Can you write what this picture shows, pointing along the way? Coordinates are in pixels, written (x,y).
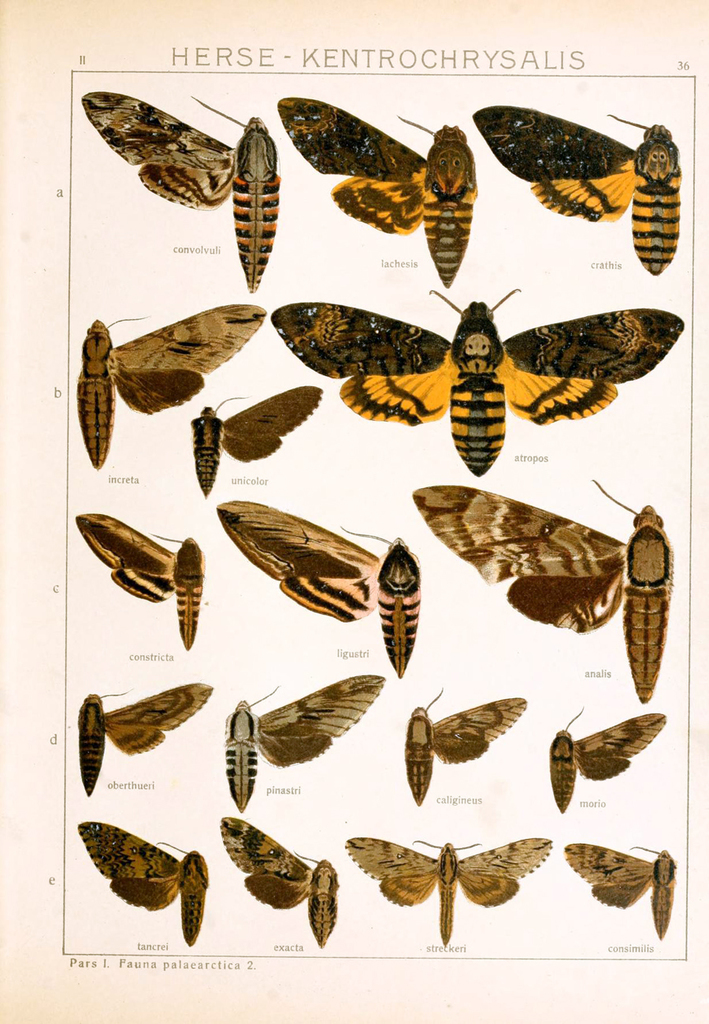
In the image we can see a poster (311,881) with the pictures (412,555) of some insects (552,531) and there is some text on the poster (188,846).
